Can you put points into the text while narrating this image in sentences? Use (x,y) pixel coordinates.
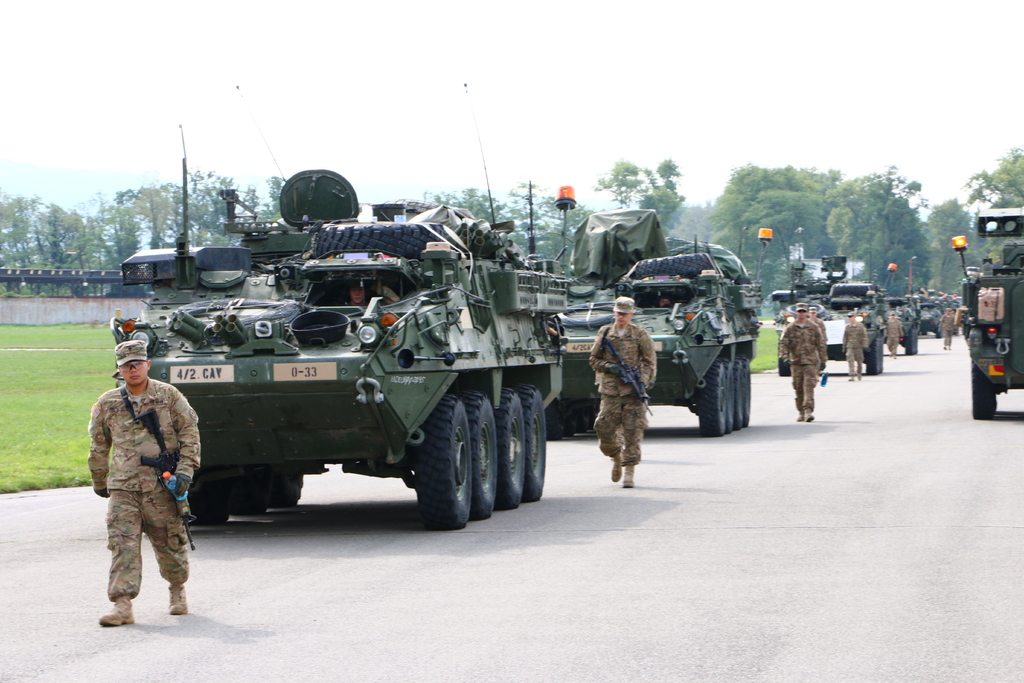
This image consists of few persons (184,415) walking. And we can see the vehicles (369,371) in green color. At the bottom (553,520), there is a road (359,529). On the left (60,415), there is green grass (73,411) on the ground (89,376). In the background (57,220), there are trees (963,217). At the top (539,56), there is sky (525,55).
